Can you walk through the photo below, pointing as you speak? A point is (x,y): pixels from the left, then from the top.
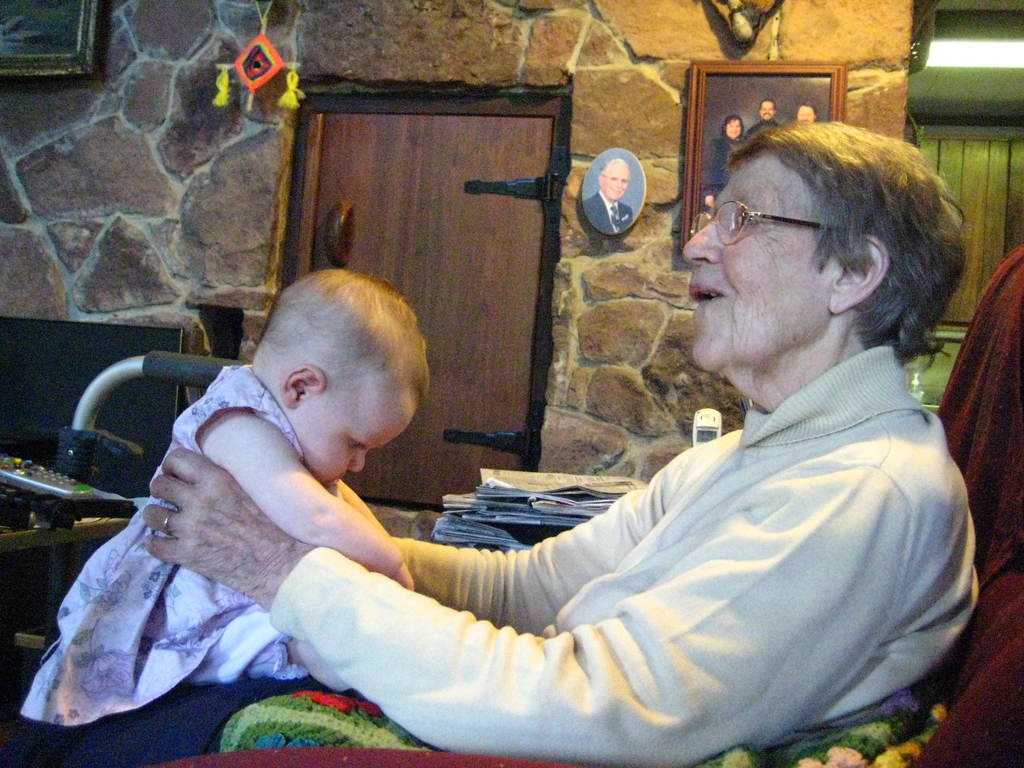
In the picture there is a person (315,565) playing with a baby (307,461) by putting her on the lap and behind the person (338,629) there are some papers (466,504) and on the left side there is a remote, in the background (1,124) there is a wall (578,180) and to the wall (592,127) there are some frames (21,13) attached and there is a door (321,221) in between the wall (179,135).
